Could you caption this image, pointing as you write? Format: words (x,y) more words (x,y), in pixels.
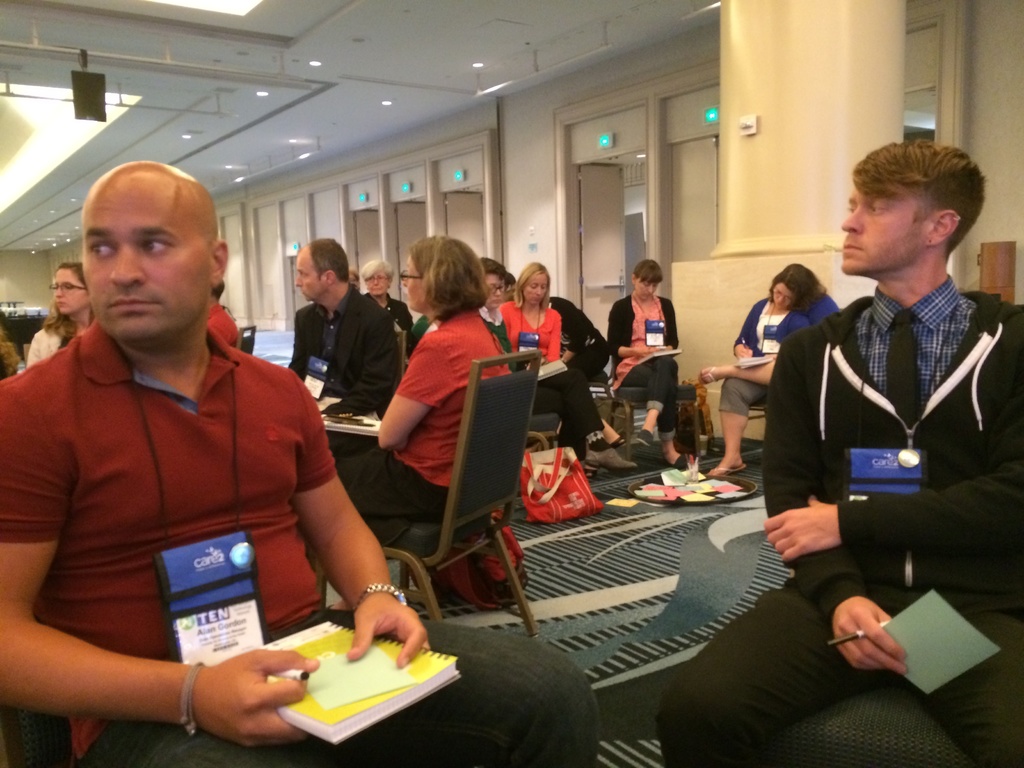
In this image I can see few people (652,345) are sitting on the chairs (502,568) and holding books (380,702) and pens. Back I can see few doors (591,233), wall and lights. I can see bags (562,481) on the floor (627,533).
